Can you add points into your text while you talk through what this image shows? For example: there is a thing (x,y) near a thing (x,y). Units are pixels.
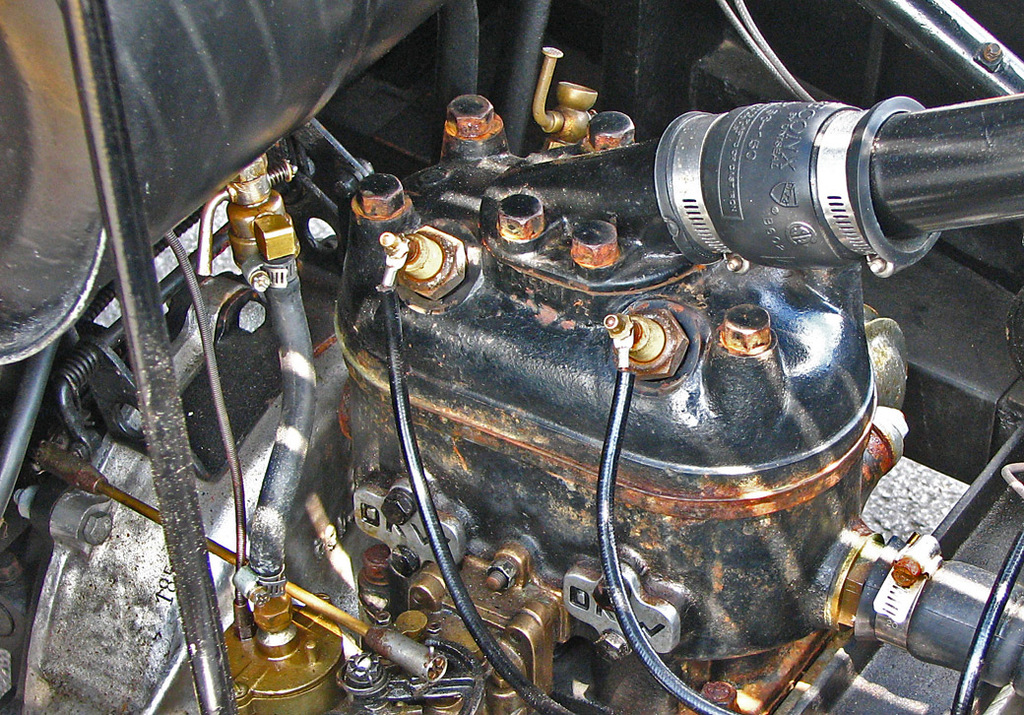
In this image we can see the spare part (747,374) of a motor vehicle (750,393).
